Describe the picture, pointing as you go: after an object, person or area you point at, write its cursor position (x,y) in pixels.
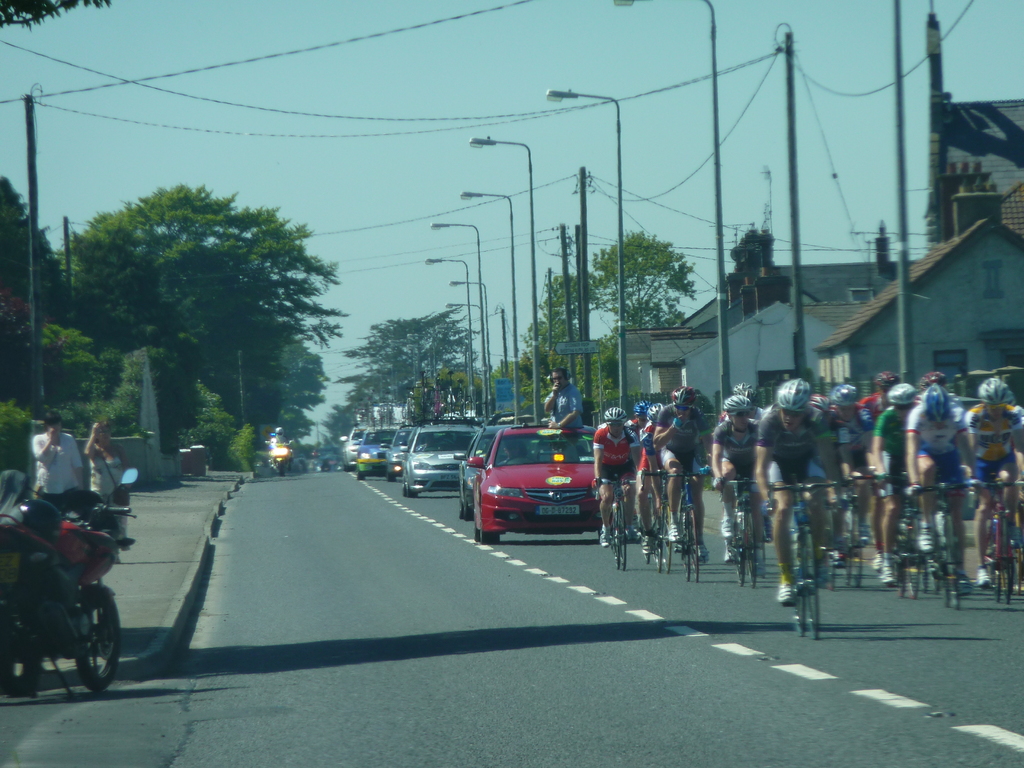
In this image I can see group of people (876,524) riding bicycles (1004,495) and I can also see few vehicles (493,528) on the road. In the background (378,257) I can see few light poles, trees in green color and the sky (339,129) is in blue color.
